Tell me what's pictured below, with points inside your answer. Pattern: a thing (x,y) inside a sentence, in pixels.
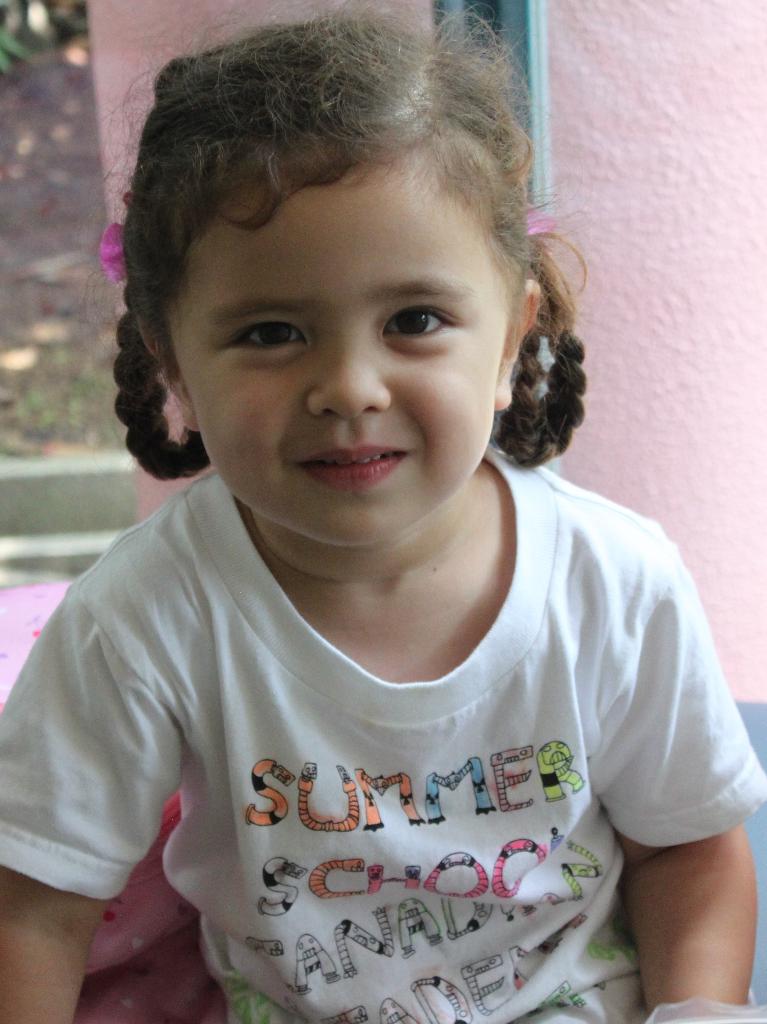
In this Image I can see the person (344,607) wearing the white color dress (308,766). And the person (327,537) is smiling. In the back (409,1) I can see the pink color wall (604,184) and the ground (55,222).
